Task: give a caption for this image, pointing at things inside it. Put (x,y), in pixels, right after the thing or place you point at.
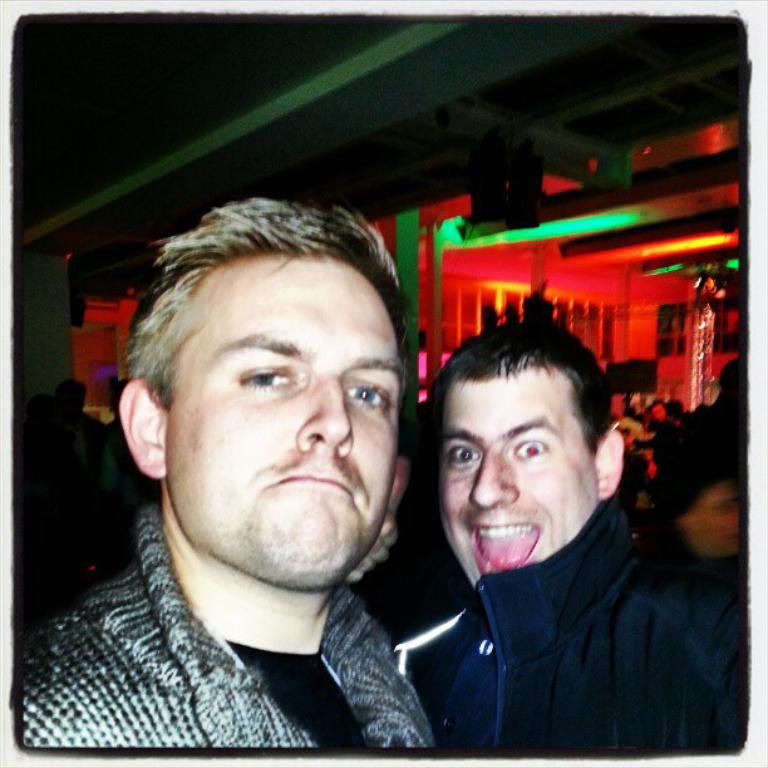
In the center of the image (398,469) there are two persons (347,604). In the background (74,208) there is a ceiling (269,84), lights (548,232) and wall (514,273).
